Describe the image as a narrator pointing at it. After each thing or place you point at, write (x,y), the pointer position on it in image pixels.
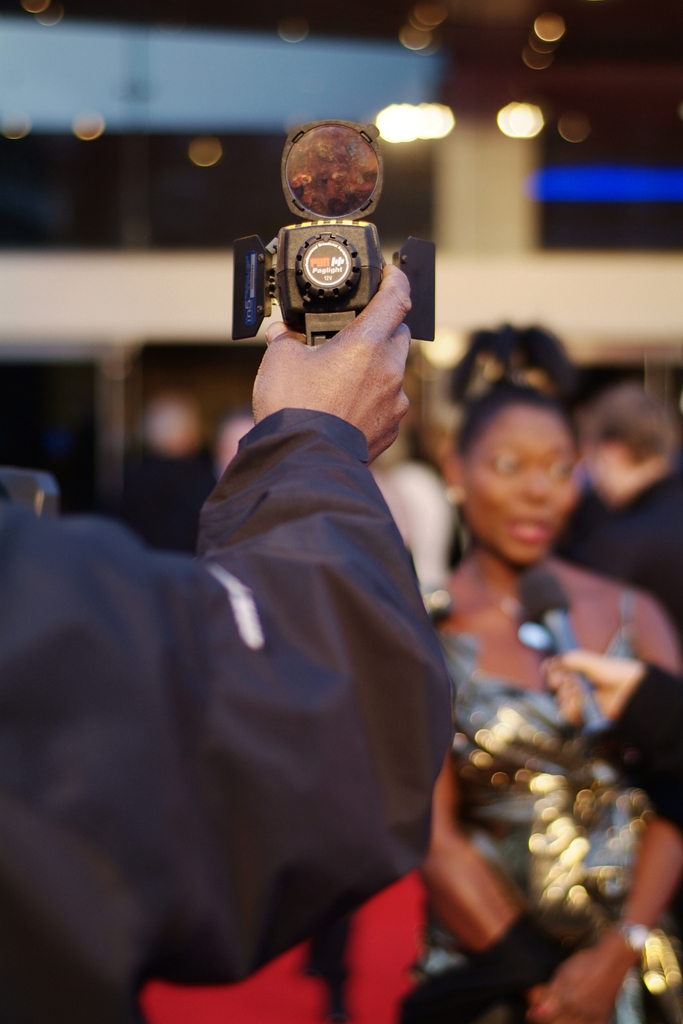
In this image a person (256,658) is holding some object (340,292) in his hand (291,340). Right side a person hand (616,711) is visible. He is holding a mike (594,718). Behind there is a woman (662,964) standing. Background (663,590) there are few persons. Behind them there is a wall (54,280). Few lights (294,19) are attached to the roof (290,23).
